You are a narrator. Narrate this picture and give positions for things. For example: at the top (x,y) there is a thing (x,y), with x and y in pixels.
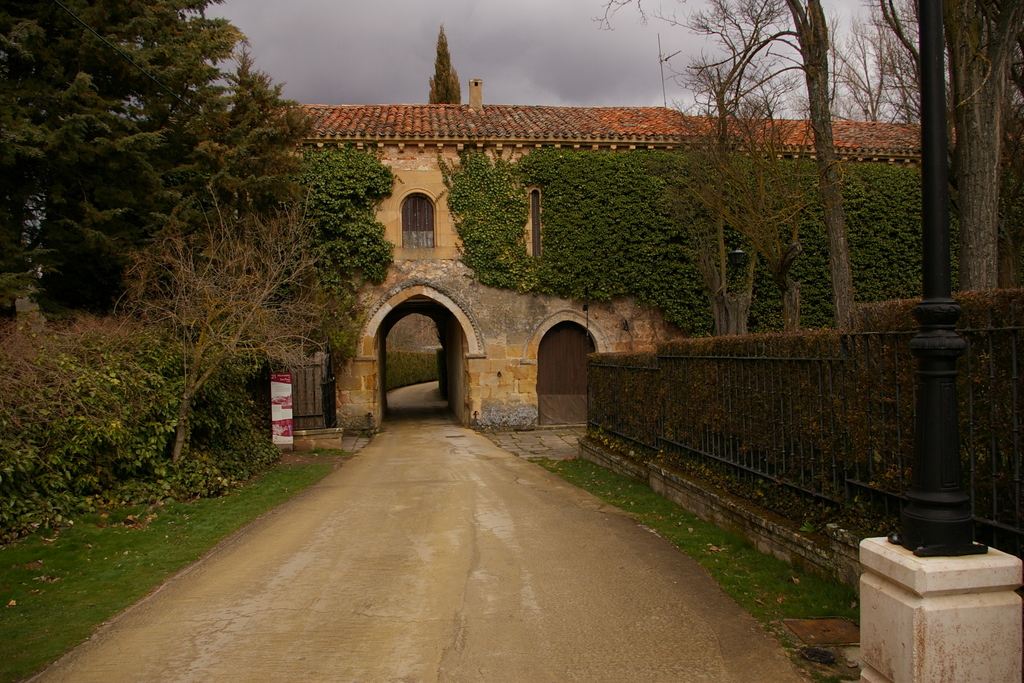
In this picture there is a monuments (500,378). On the left (19,179) we can see trees (299,172), plants (302,237) and grass (100,599). Near to the gate (294,365) there is a poster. At the top of the building (684,141) there is a pole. On the right (985,488) we can see fencing (973,485) and wall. At the bottom left (334,531) there is a road (452,566). In the bottom right (919,474) there is a black pole (919,474). At the top (587,59) we can see sky (548,11) and clouds (312,48).
